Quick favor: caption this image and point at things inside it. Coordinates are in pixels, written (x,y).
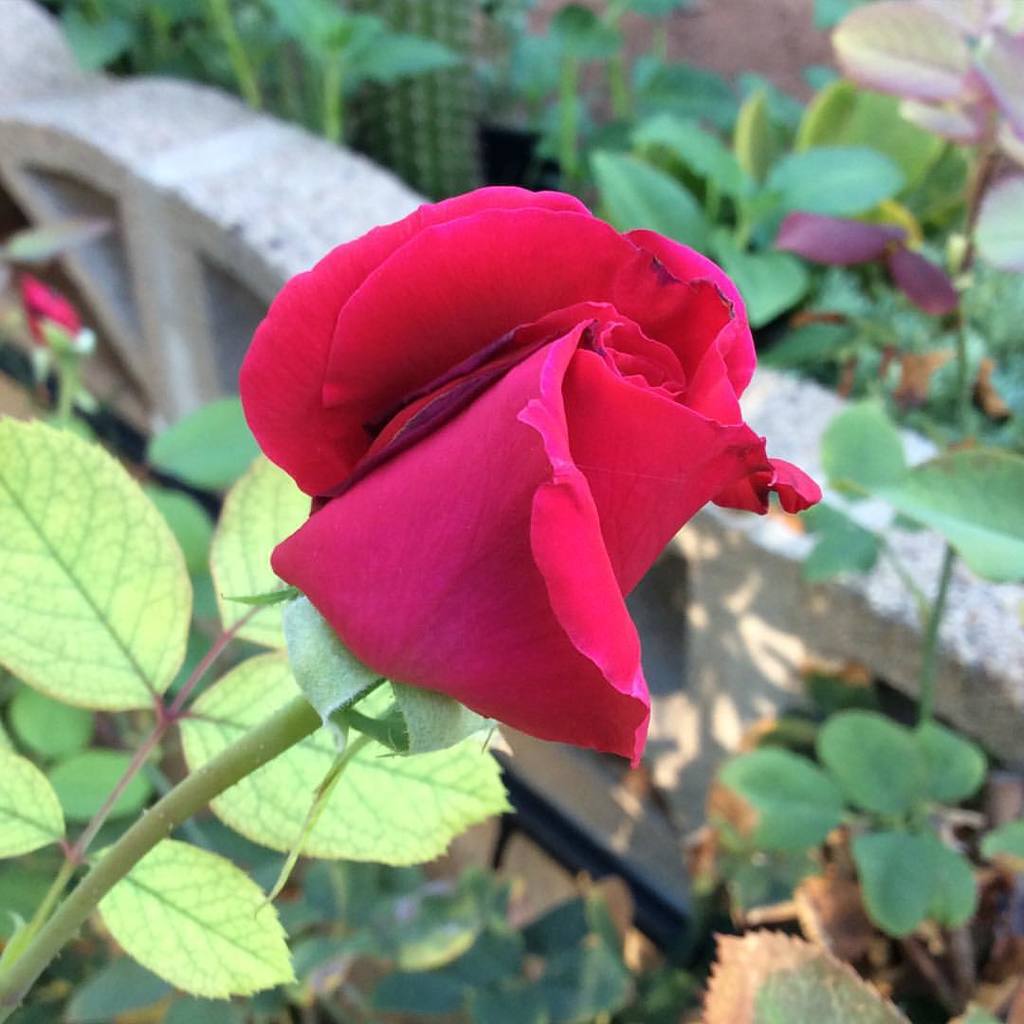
In the picture we can see a plant (240,720) with a rose flower (401,543) which is red in color and some railing wall (988,728) beside it and some plants (848,348) inside it to the path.
